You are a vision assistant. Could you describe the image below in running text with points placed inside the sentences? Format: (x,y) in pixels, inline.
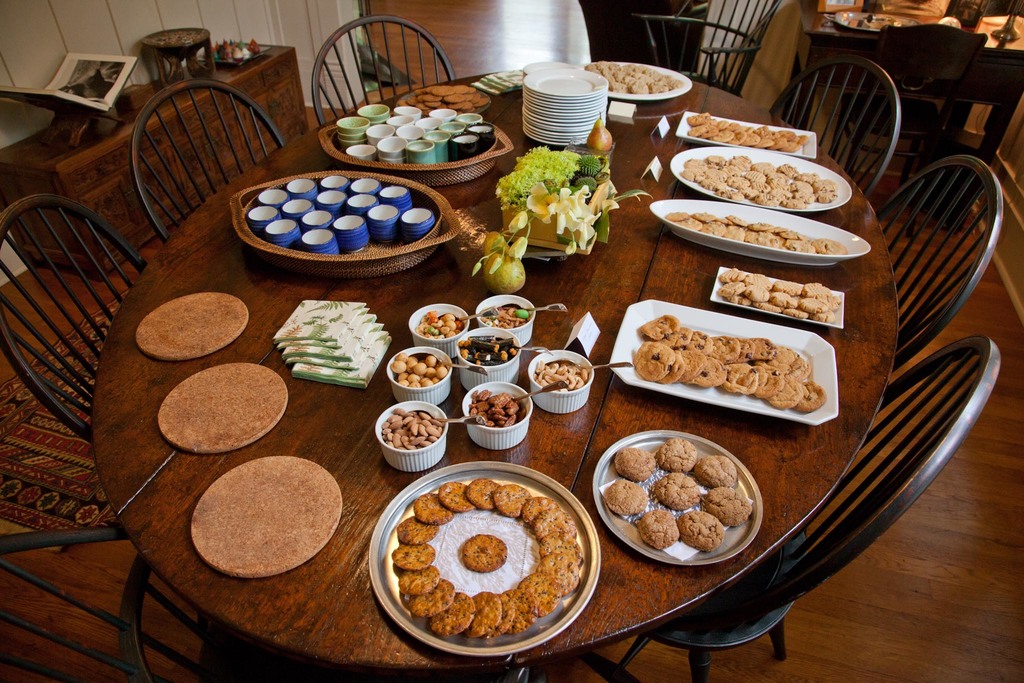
The image is inside the room (455,11). In the image there is a table (637,284), on table (677,298) we can see tray (671,313) with food (681,447), plate (656,439), bowl (519,426), spoon (451,421), cups (404,209) on right side (944,432) and left side (53,201) there are few chairs (946,447) and on left side (105,138) there is a table (125,128). On table (118,139) we can see a book (94,103) and a tray (239,64) in background (347,3) there is a wall (168,10) which is in white color.
